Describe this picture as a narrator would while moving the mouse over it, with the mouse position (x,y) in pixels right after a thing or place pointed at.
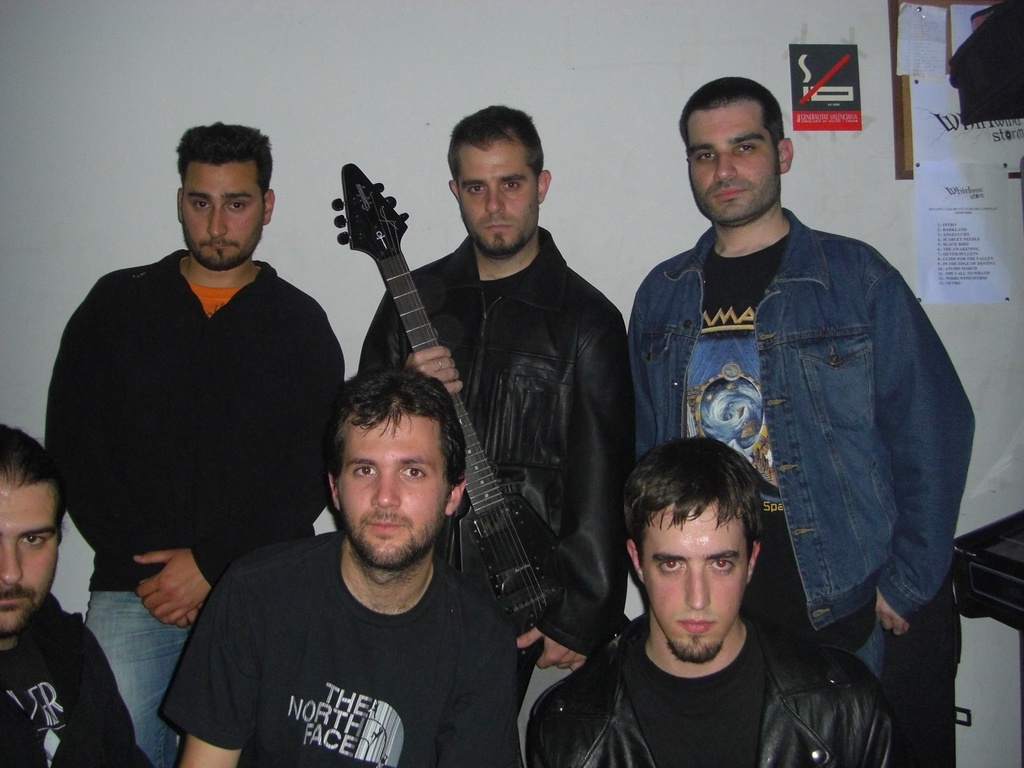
In this image we can see six men (458,648). One man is holding a guitar (495,481) in his hand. There is a white color wall (408,101) in the background (673,153). We can see a notice board (926,123) and a sign board (816,74) in the right top of the image (827,65). On the right side of the image (993,583), we can see a black color object (994,582).
